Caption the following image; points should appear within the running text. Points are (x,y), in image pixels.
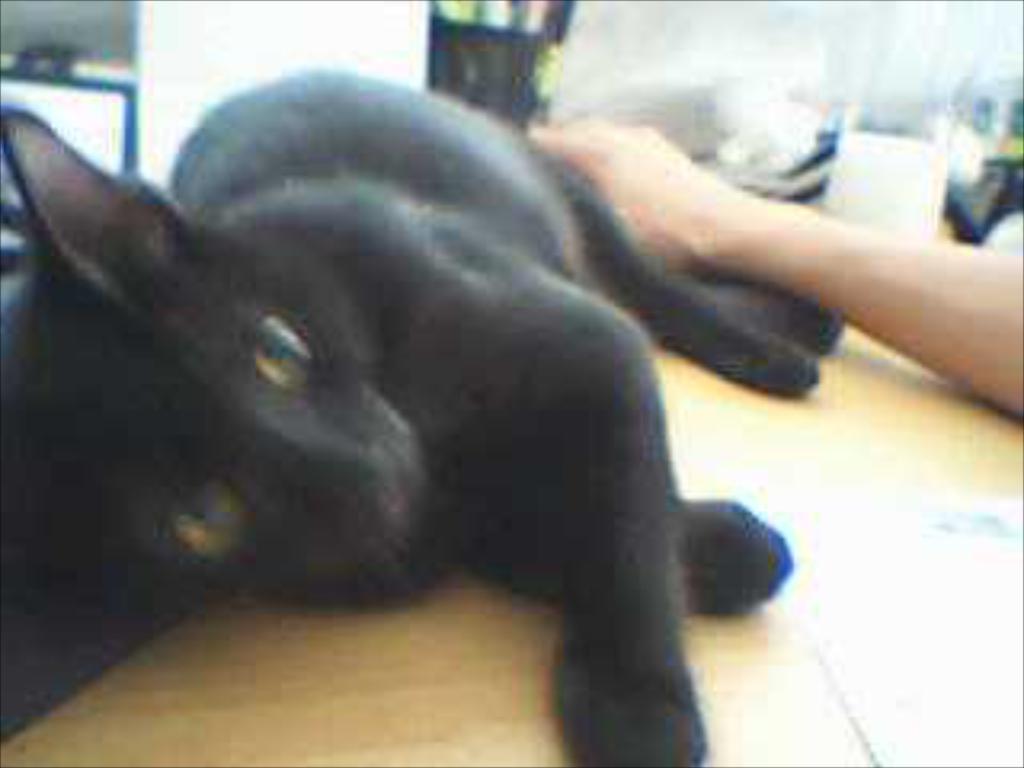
In the picture I can see a black color cat (469,455) on the wooden table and there is a hand (695,221) of a person (807,278) on the right side (877,329).
